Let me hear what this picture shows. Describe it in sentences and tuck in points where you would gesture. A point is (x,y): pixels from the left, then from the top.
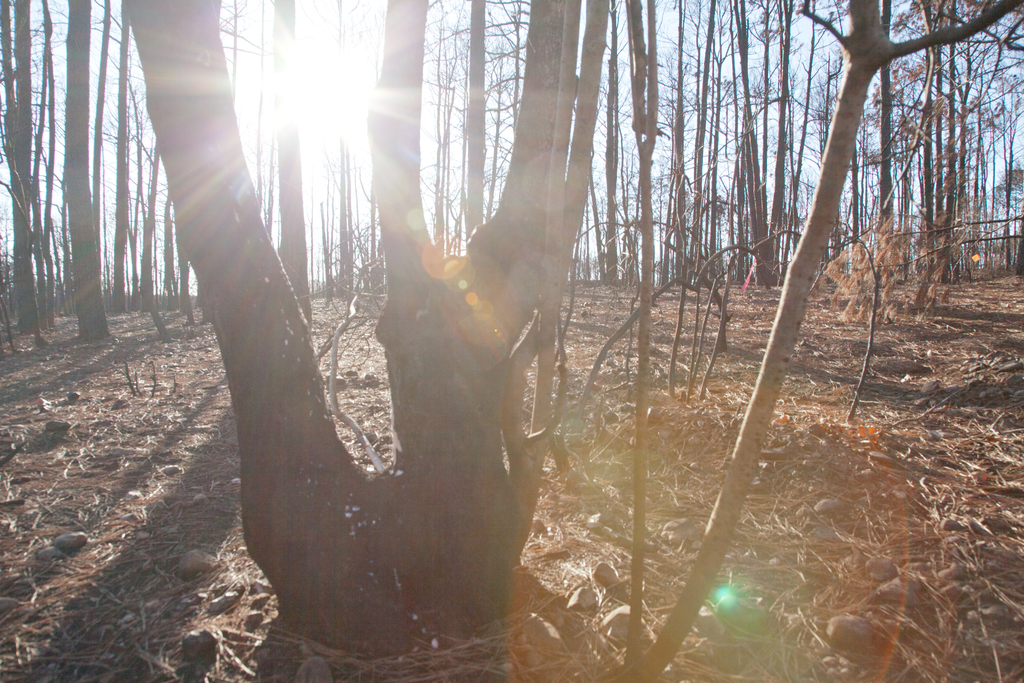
In this picture we can see trees (755,179), at the bottom (126,596) there are some stones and leaves (199,448), there is the Sun (338,93) and the sky (350,83) in the background (335,78).
